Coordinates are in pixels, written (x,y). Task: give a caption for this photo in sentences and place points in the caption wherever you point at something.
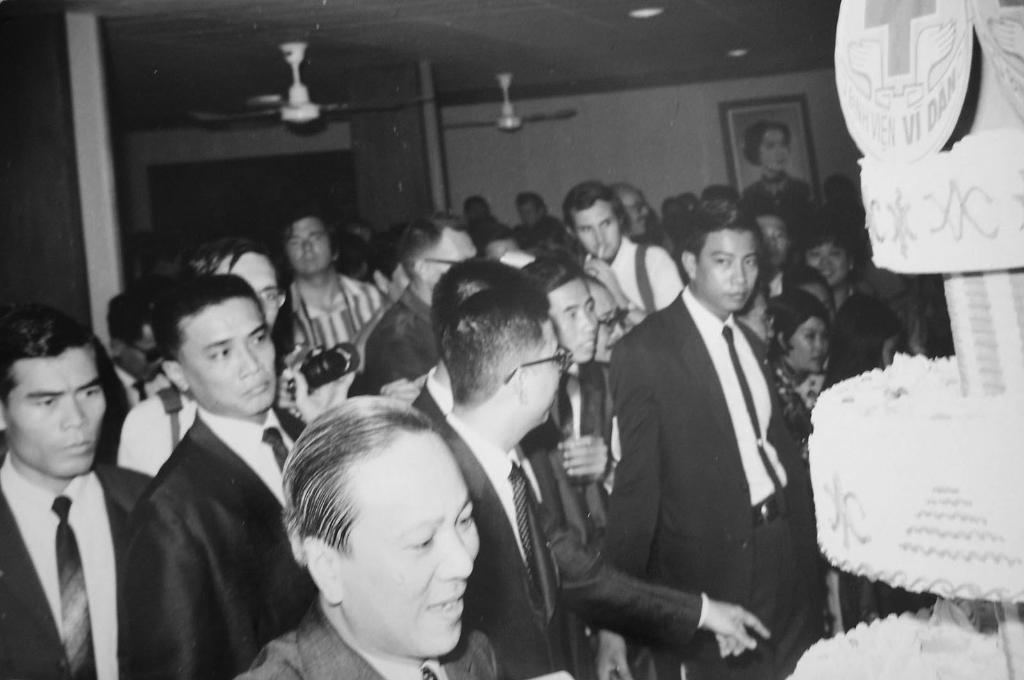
It is a black and white image there is a huge crowd (688,274) assembled in a room (255,189) and in the front, there is a big item (939,535) kept in front of the people (820,366). In the background (637,148) there is a wall (768,89) and there is a photo frame (731,125) stick to the wall (498,162) and there are two fans (489,125) to the roof (357,72).
